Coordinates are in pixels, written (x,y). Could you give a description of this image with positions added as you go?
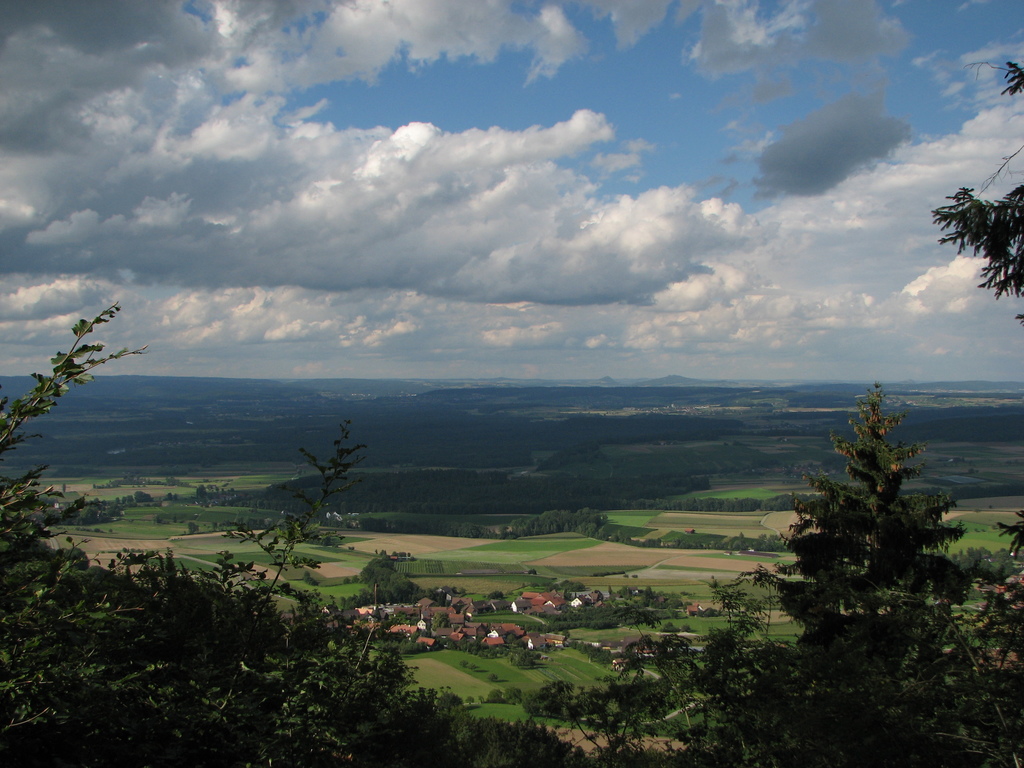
In this image I can see few trees (190,668) which are green in color, the ground (653,553), few buildings (491,633) on the ground (557,667) and few mountains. In the background (571,45) I can see the sky (579,153).
